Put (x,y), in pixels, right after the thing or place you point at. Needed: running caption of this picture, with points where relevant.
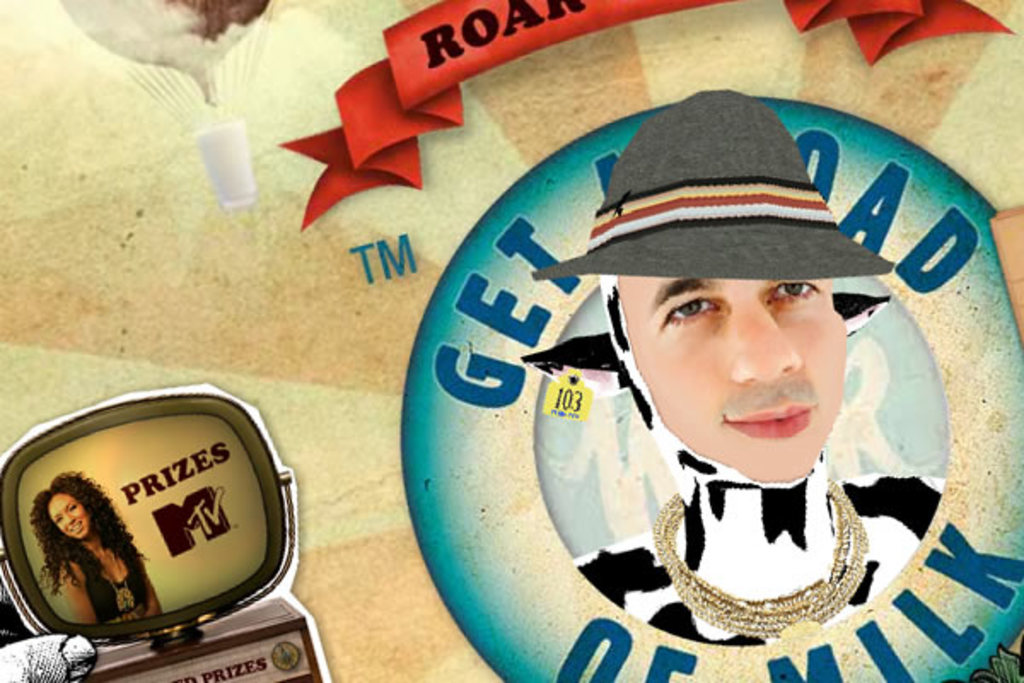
This picture is an edited image. Towards the right (779,409), there is a man face (768,285) with a hat (827,236). At the bottom (77,605), there is a cartoon TV (189,587), in that there is a woman (119,544).
